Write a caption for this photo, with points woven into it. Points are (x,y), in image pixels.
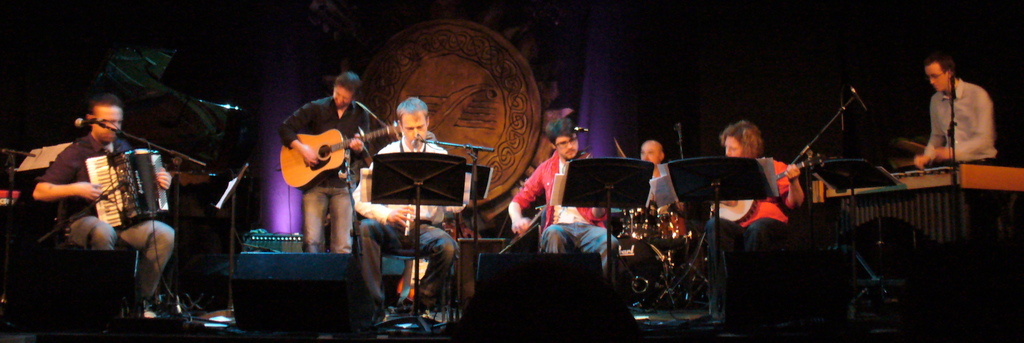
In this image we can see persons (534,189) sitting on the chairs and standing on the floor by holding musical instruments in their hands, mics (416,144) fixed to the mic stands (475,149), curtains (689,96), speakers (280,267) and cables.
